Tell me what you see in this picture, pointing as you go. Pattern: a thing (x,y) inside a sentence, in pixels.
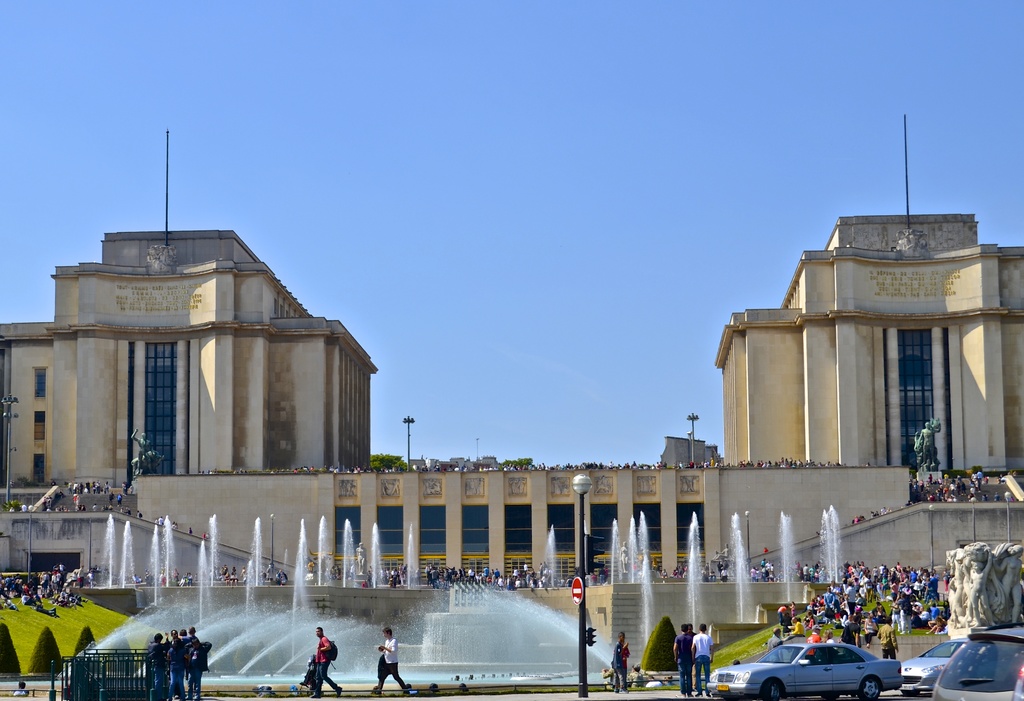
In this image I can see few people (322,652) walking on the road (897,690). I can also see few vehicles (850,659), light poles (581,509), waterfalls (498,595). At back (287,438) the building (260,462) is in cream color and sky (512,244) is in blue color.
